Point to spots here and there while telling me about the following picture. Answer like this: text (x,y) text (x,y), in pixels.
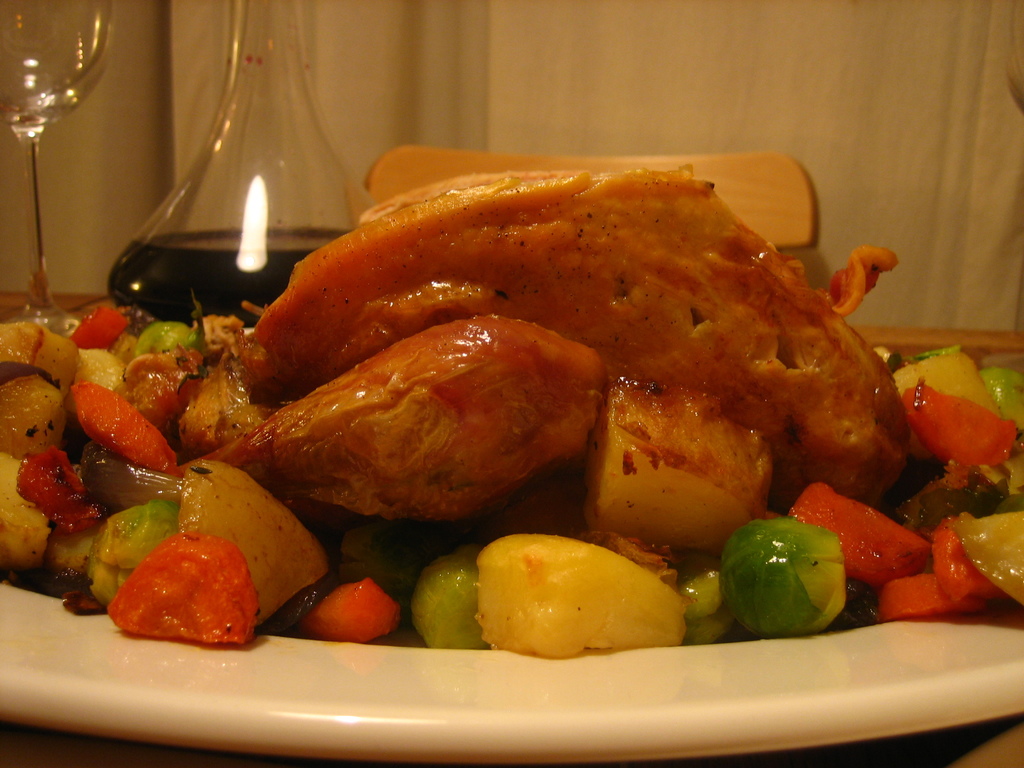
In the image there is some cooked food item (497,327) and around that there are boiled vegetables (249,569) served on a plate (356,654).
